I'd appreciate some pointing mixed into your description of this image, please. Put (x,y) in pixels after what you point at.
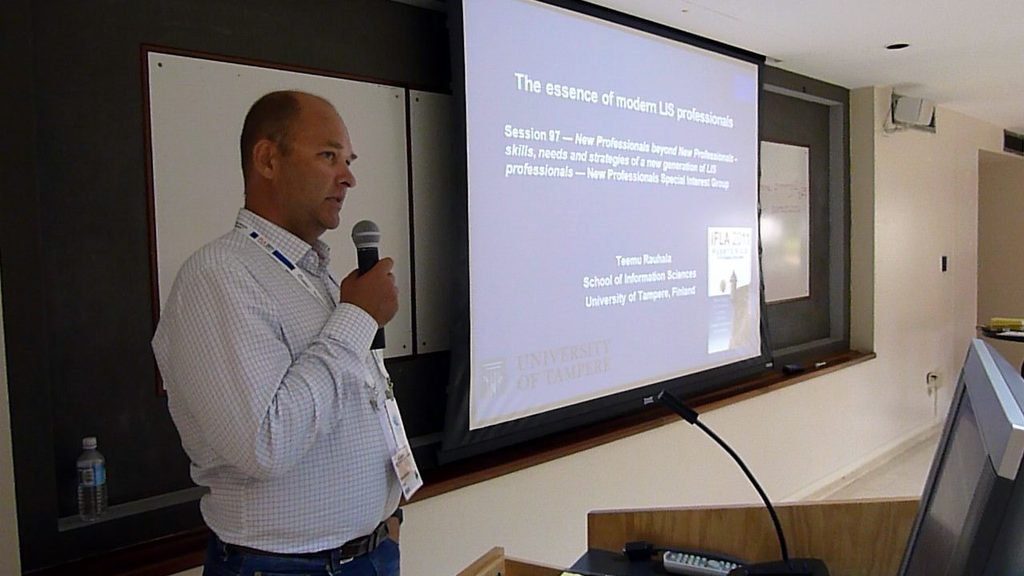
In this image we can see a man (321,268) wearing the identity card (403,467) and holding the mike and standing. We can also see the monitor (975,432), remote (703,554), water bottle (82,471), boards (137,218), wall (911,408), door (996,198) and also the display screen (601,198) with the text (640,273). We can also see the ceiling (993,94) and also the floor (896,464).
